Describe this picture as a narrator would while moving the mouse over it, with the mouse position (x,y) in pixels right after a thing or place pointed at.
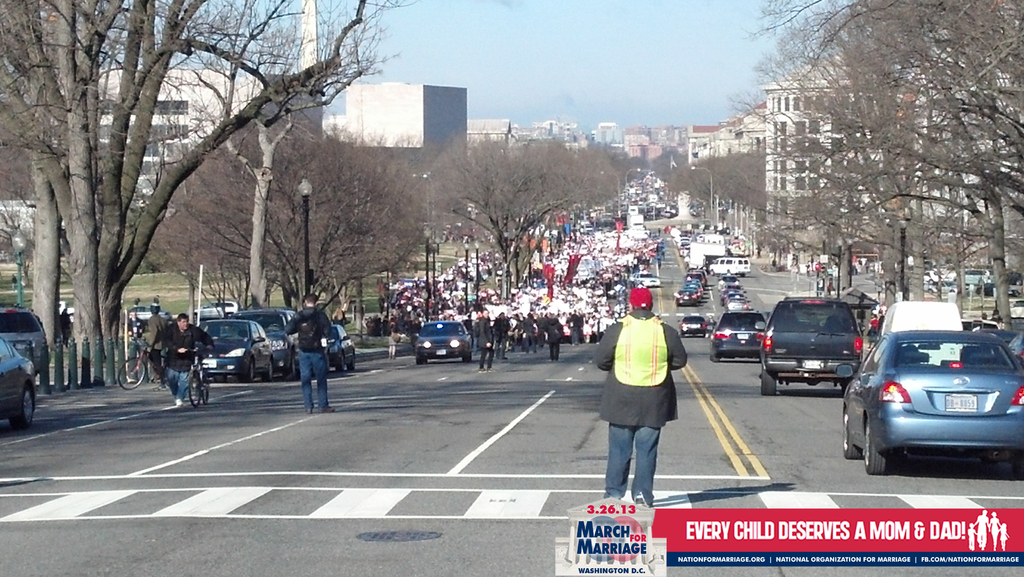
In this image there are many people (581,312) and cars (281,357) and some vehicles (141,376) are present on the road (440,486). Image also consists of many trees (349,158) and buildings (626,134). Sky (685,97) is at the top (653,59). There is also a fence (113,369) and a logo (758,549).
